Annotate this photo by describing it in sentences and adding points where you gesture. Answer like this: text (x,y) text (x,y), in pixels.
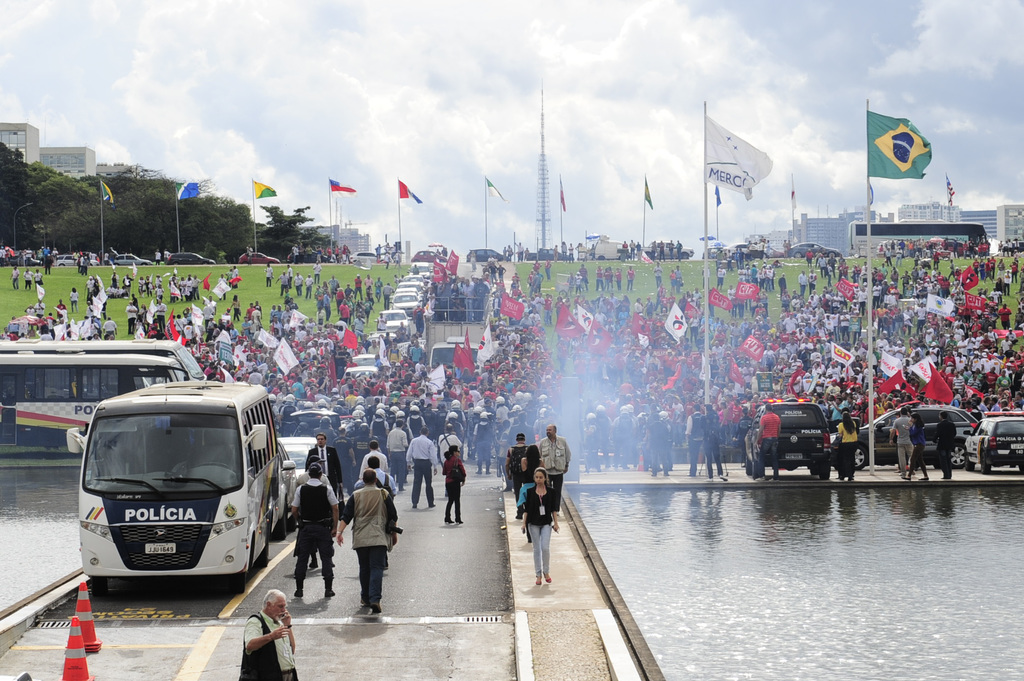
In this image we can see a group of people (524,402) and some vehicles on the ground (479,479). In that some are holding the flags (591,326). We can also see some water (801,529) and the traffic poles (85,647). On the backside (693,266) we can see some grass (109,270), a group of buildings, some vehicles (409,281), a group of flags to the poles (706,263), a tower (544,157), street poles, a group of trees (98,226) and the sky (582,135) which looks cloudy.
